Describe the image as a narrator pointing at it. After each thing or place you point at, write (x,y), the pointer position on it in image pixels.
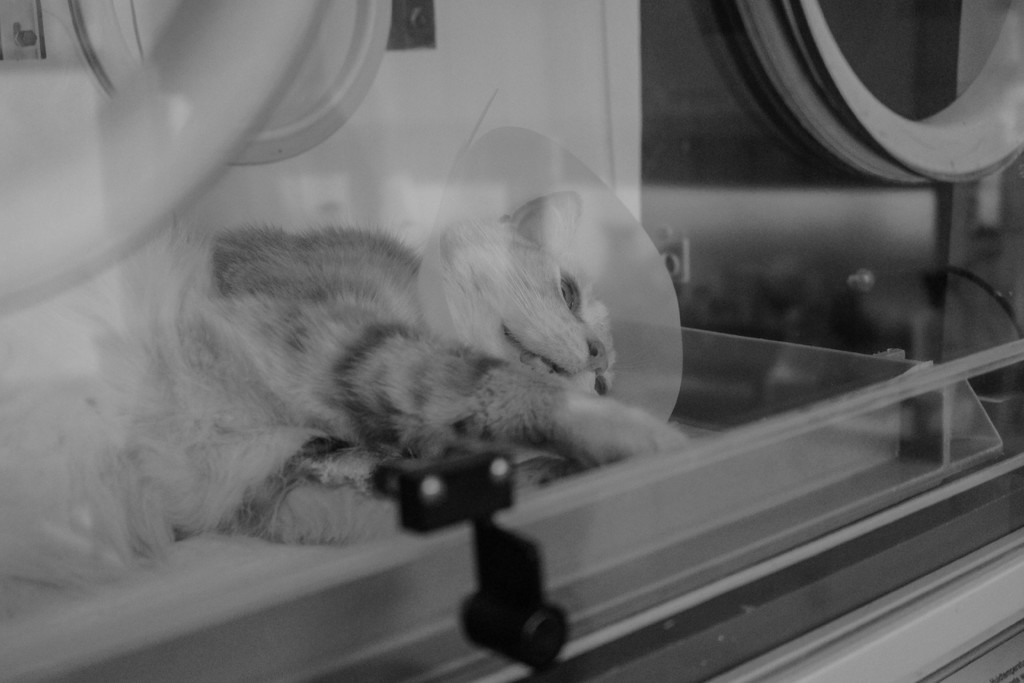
In the picture we can see a cat (326,295) which is lying under the glass (814,432) near the wall (633,58).
